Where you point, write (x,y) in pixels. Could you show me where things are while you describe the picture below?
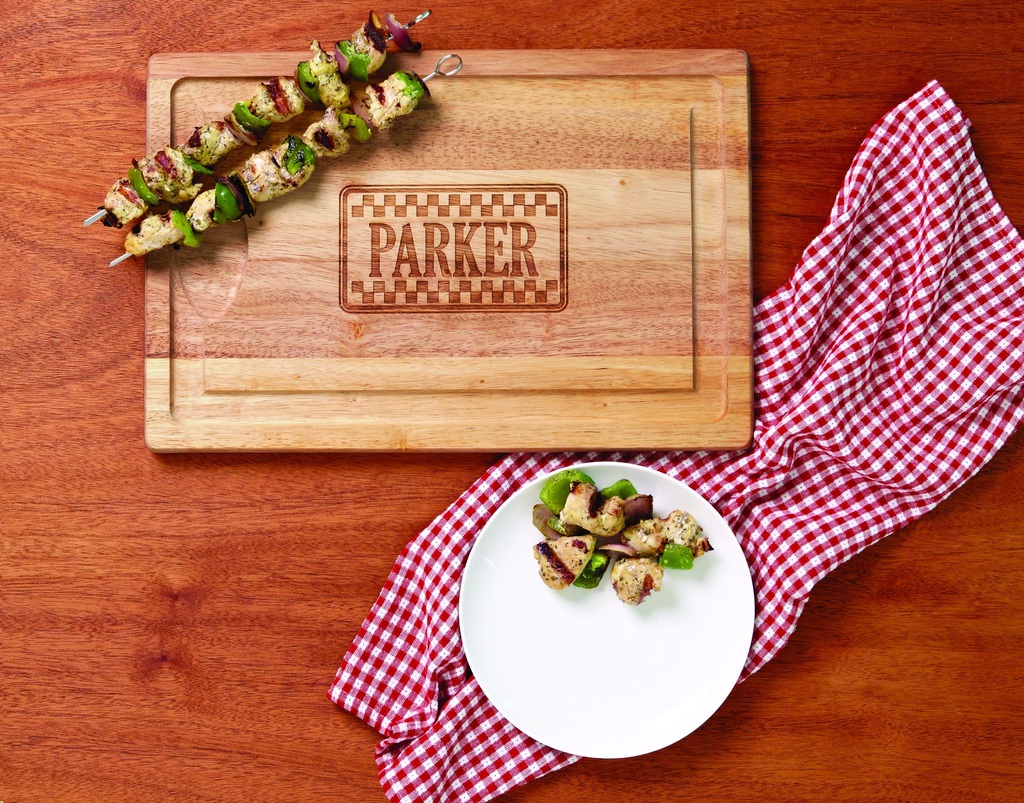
In this image I can see skewers (270,157) on a white plate (636,487) and a chopping board (529,327). There is a white and red checkered napkin (827,509) on a wooden surface (153,604).
